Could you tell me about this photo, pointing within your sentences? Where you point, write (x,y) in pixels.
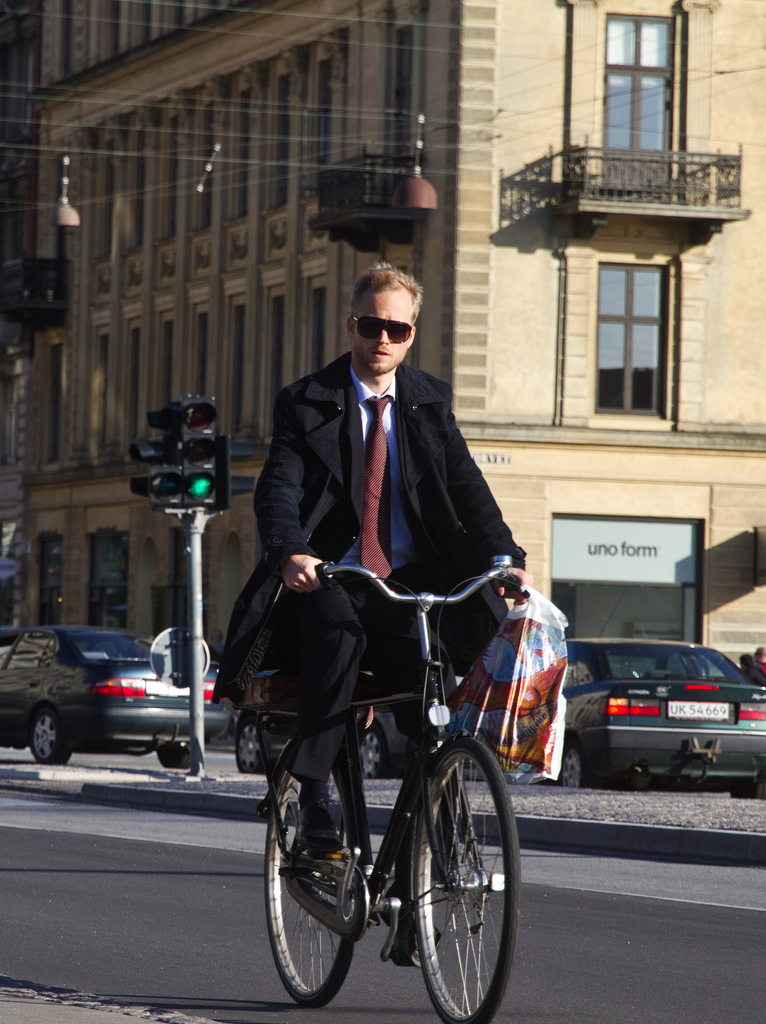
A man (457,676) is riding bicycle (477,587) and holding a bag (529,685) in his hand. Behind him there are vehicles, traffic signal pole (198,534) and a building (90,138).
